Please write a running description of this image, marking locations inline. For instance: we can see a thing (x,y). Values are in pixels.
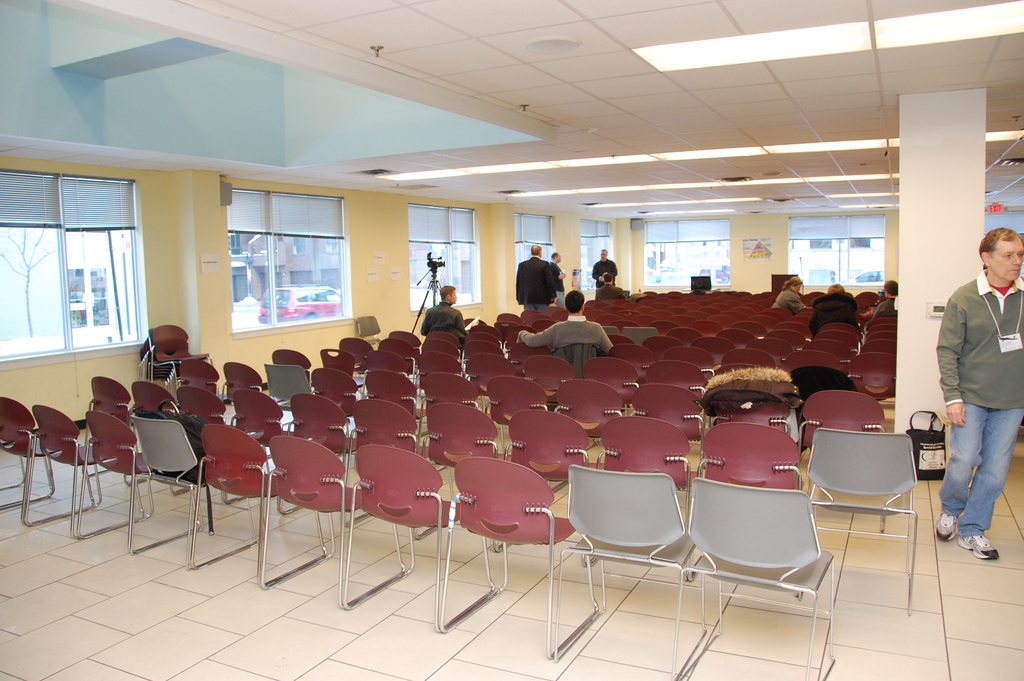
This image is taken inside a room (819,455). There are many empty chairs (232,476) in this room (694,426) and a few people (558,334) were sitting on chairs (605,355) and few of them were standing. In the right side of the image (988,489) a man (946,481) is walking on the floor (755,632). At the bottom of the image (287,656) there is a floor (262,642). At the background (414,299) there is a wall (203,257) with windows (294,275) and window blinds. At the top of the image (316,140) there is a ceiling (760,123) with lights (953,30).
